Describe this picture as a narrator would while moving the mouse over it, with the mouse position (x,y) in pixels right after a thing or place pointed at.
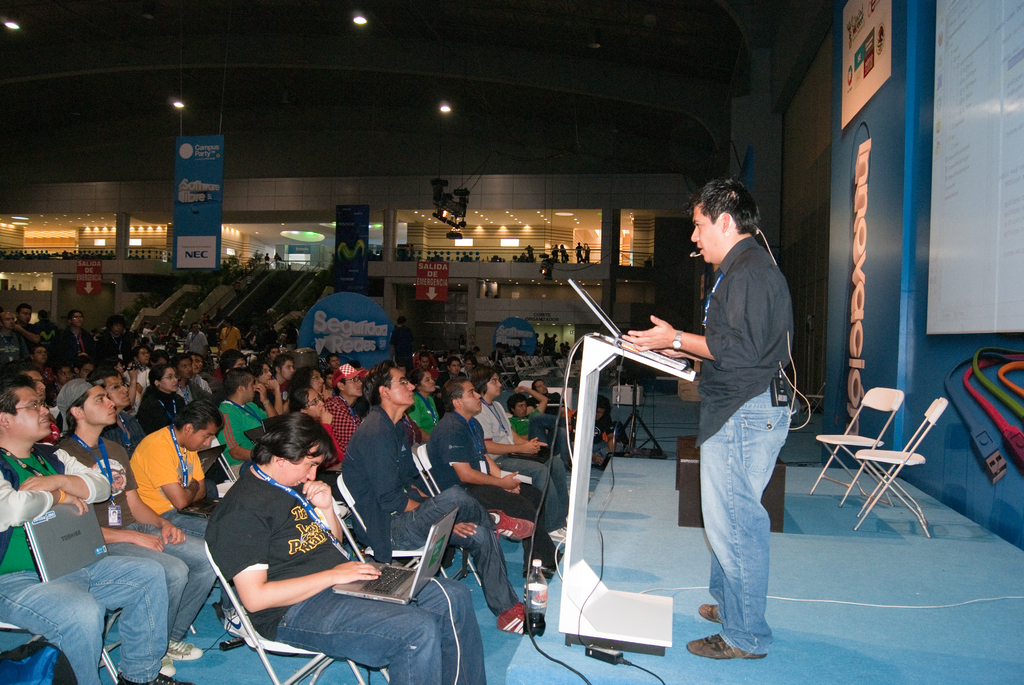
In the image there is a person (739,340) in black shirt (734,292) and jeans (733,521) standing on a stage (661,585) and talking on mic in front of dais (605,357) and on the left side (126,475) there are many people (158,636) sitting on chairs (274,681), there are lights (178,107) over the ceiling (186,90), this is clicked under a hall (186,79).
